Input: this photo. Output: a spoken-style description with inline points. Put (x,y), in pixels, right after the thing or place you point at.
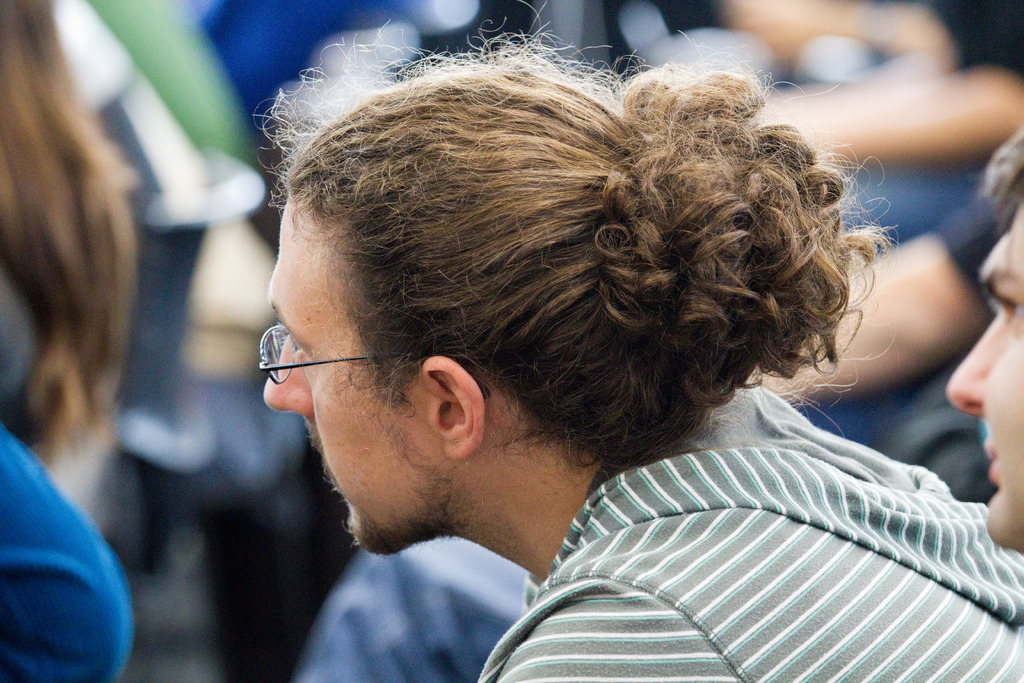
In this picture there is a person (566,489) with grey jacket (726,495) is sitting. At the back (955,62) there are group of people (955,62) and the image is blurry.
